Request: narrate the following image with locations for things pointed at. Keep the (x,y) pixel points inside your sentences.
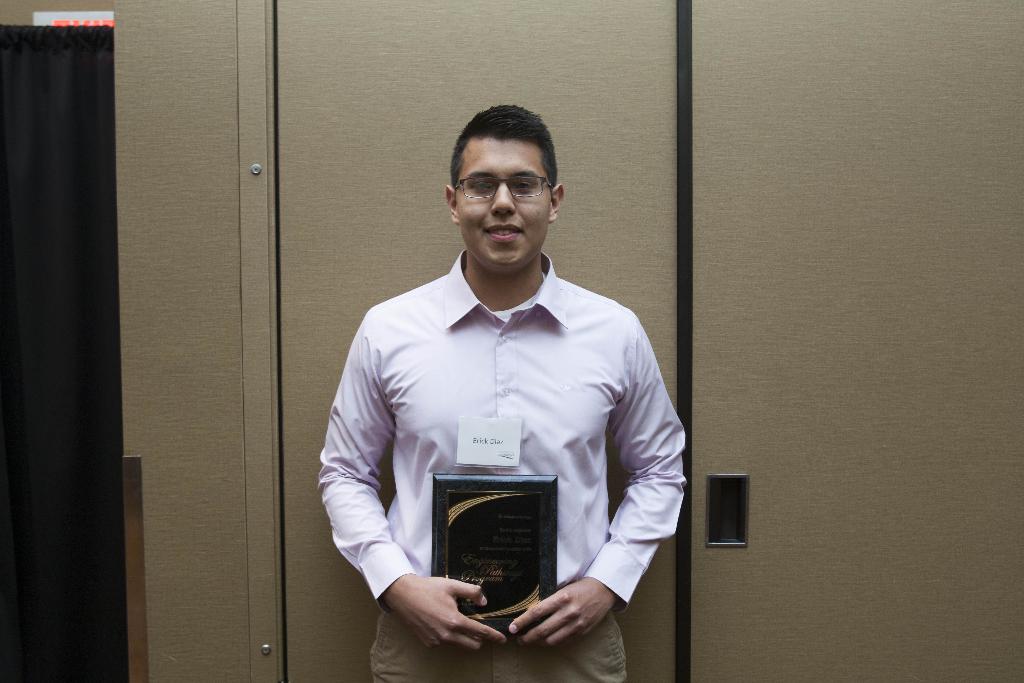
In this image there is a man (590,593) standing and holding a plaque (451,491) in his hand (456,617), in the background (481,83) there is a wooden wall (856,432).
